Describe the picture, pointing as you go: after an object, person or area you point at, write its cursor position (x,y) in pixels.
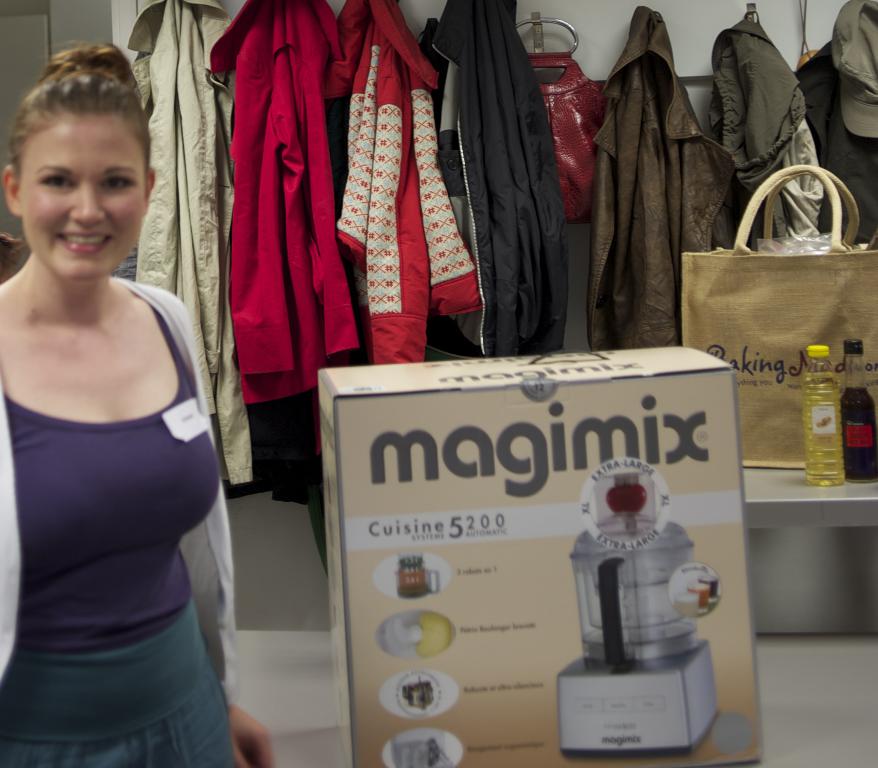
In this image I can see a person (3,400) standing and the person (13,433) is wearing purple color dress (109,490). I can also see a cardboard box (671,489), background (867,423) I can see two bottles (826,431) and a bag (798,309) on some surface (808,484), and I can also see few clothes (432,161) hanged to the wall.
